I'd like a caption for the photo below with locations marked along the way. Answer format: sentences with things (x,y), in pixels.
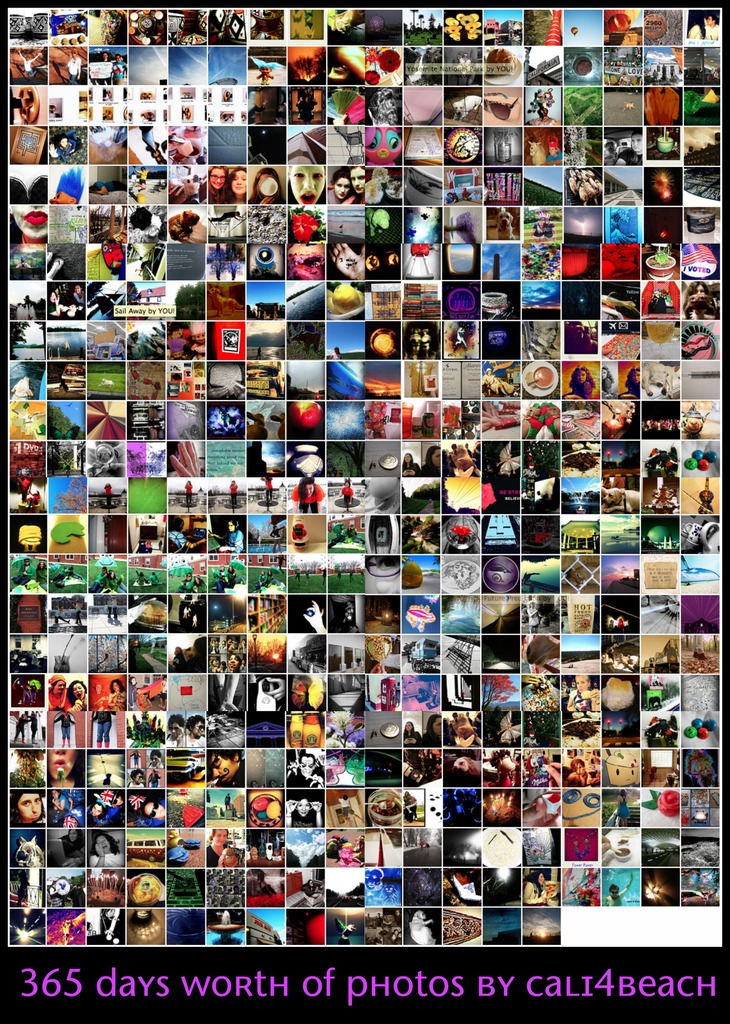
In this image I can see it is the photo collage, there are many photos (409,683) in this. There is the text (714,981) in purple color.
